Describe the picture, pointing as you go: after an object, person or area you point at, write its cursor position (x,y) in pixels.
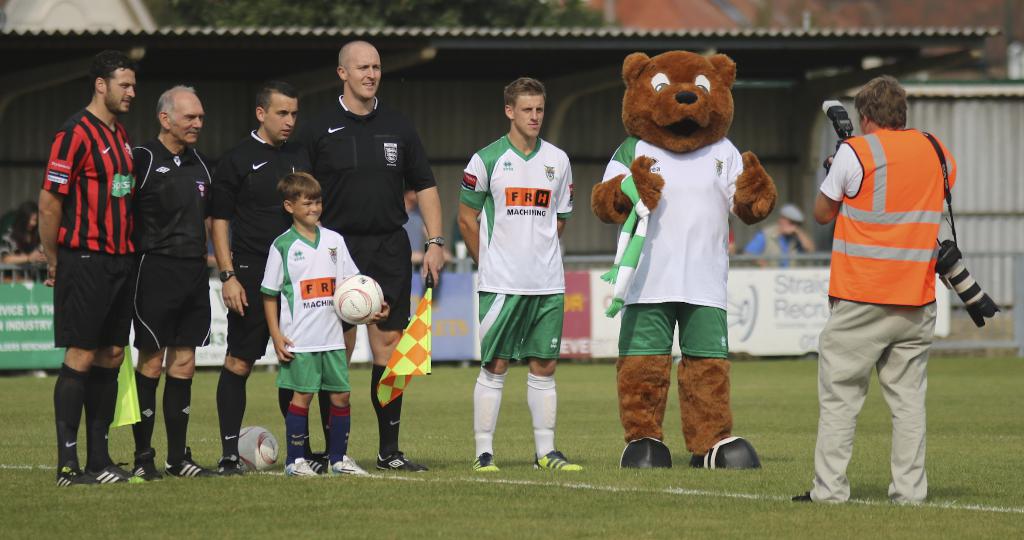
In this picture we can see person (432,173) standing in line and smiling here boy (294,283) is holding ball (362,312) in his hand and this person (677,190) wore mask (656,143) and here man (844,196) taking picture of them and in background (411,31) we can see shed (409,70).
